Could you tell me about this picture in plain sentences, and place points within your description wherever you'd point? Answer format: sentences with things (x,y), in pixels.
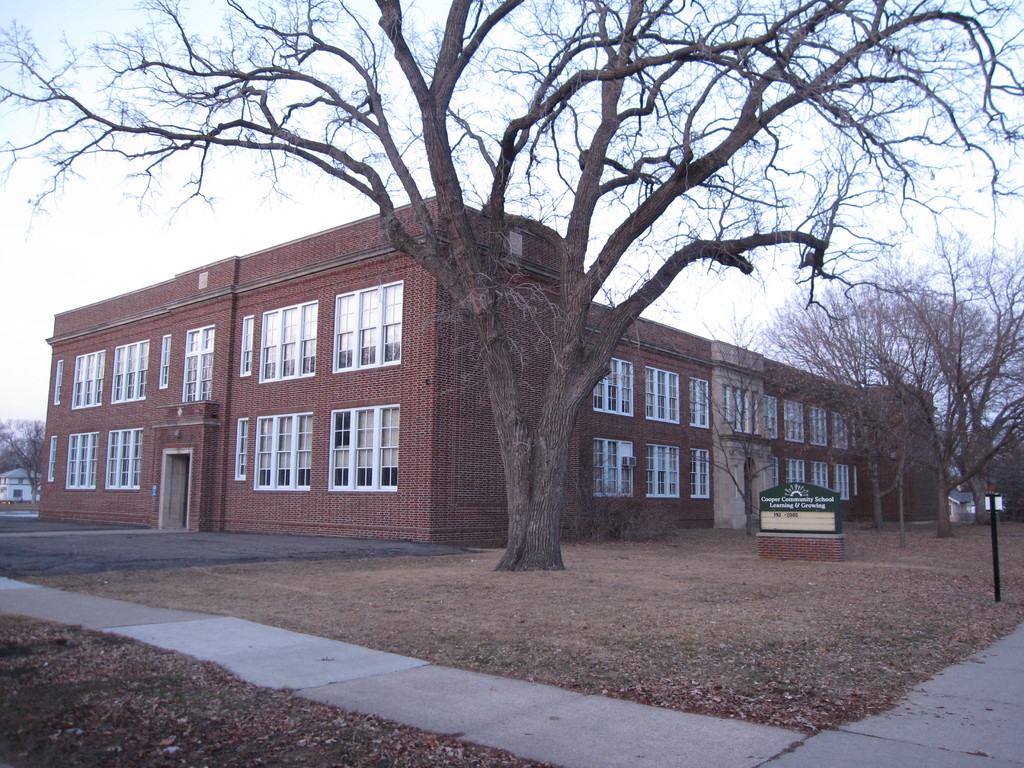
In this picture I can see buildings (262,438) trees (503,455) and a board (771,518) with some text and I can see a cloudy sky (408,154).
